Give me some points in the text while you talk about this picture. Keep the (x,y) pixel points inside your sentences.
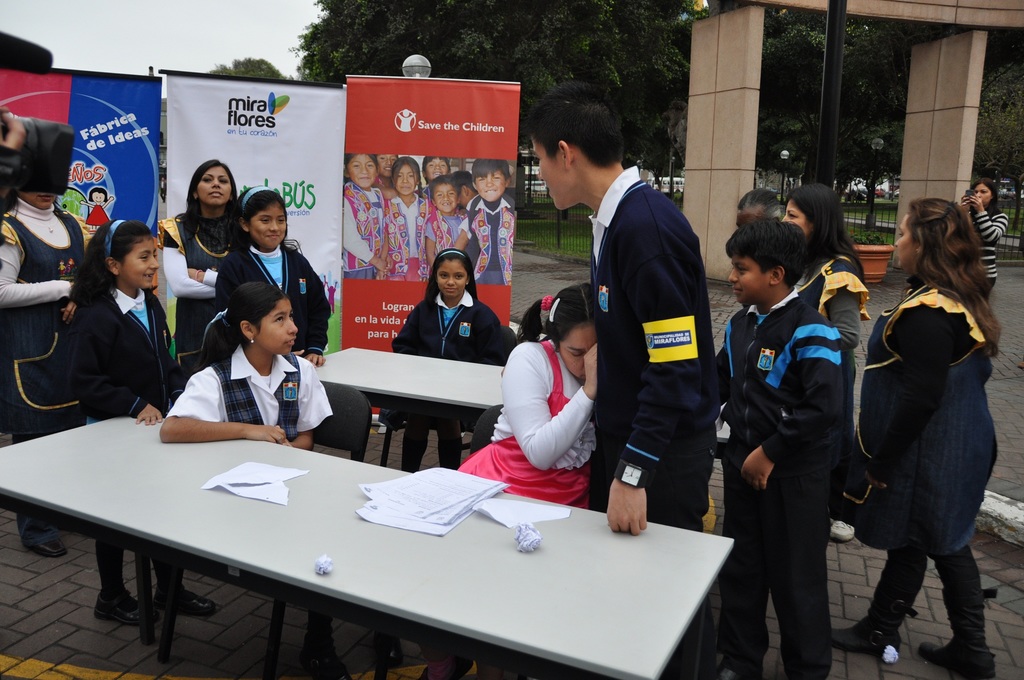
In this picture there is a boy (647,402) wearing black jacket (654,294) is standing. Beside there is a girl (525,438) wearing pink top (531,475) sitting on the chair (488,414). Behind we can see some school student (167,380) wearing black coat (125,344) smiling. In the background (230,90) there are three roller banners (343,235). In the front side (256,526) we can white table (433,550) with some papers (441,498) on the top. In the background (725,183) we can see a brown color arch (708,111) and some trees (569,70).
